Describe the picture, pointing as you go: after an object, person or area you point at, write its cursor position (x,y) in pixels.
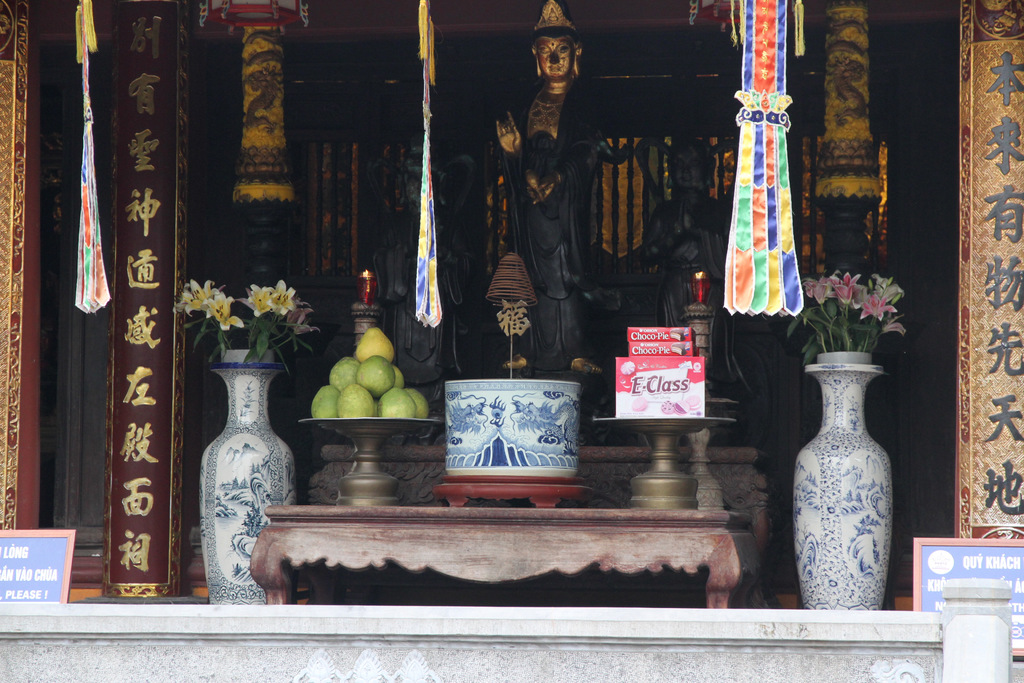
At the center of the image (566,277) there is a statue (547,208), in front of the statue (540,346) there are some objects (539,443) and flower pots (242,372) on the both sides of the statue (529,363). In the background (468,276) there is a wall (722,154).
